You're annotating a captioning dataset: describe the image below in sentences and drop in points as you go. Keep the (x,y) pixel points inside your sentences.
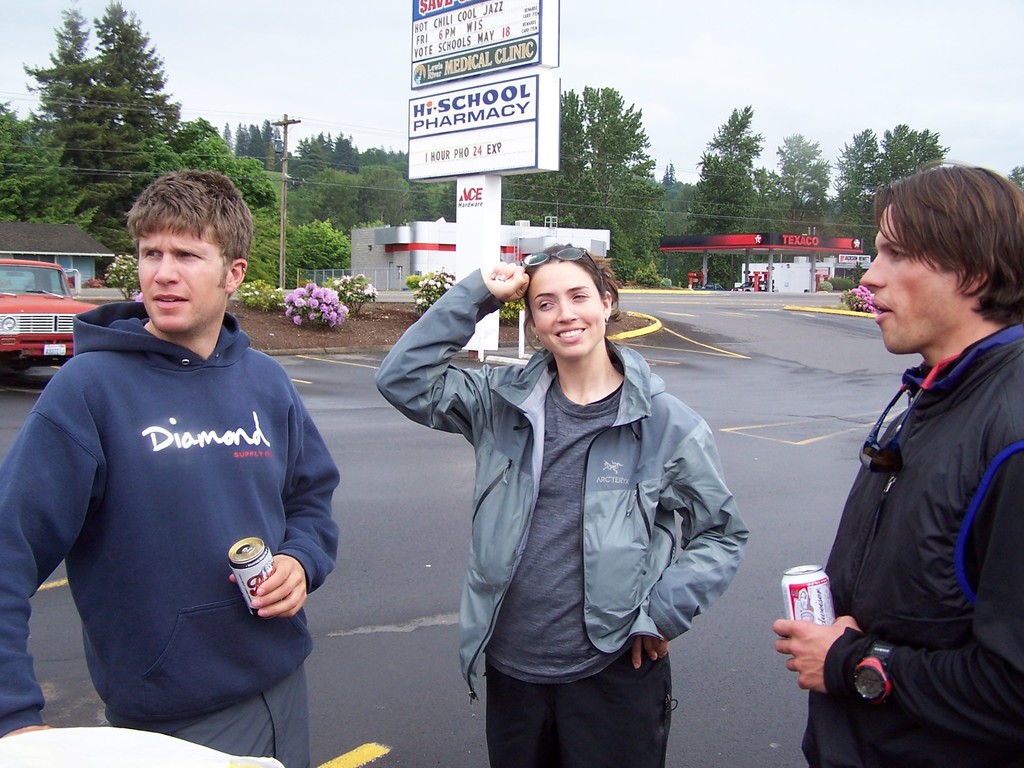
In this image, there are three people (542,570) standing. Two men (971,543) are holding cans (789,573) in their hands (306,595). On the left side of the image (27,337), that looks like a vehicle (45,341) on the road (36,389). These are the plants (327,309) with the flowers (327,309). These look like the boards (487,81), which are attached to a pole (499,242). I think this is a filling station (768,277). These are the trees (528,206). I can see a current pole (288,173) with the current wires (302,179). Here is the sky (648,42).
